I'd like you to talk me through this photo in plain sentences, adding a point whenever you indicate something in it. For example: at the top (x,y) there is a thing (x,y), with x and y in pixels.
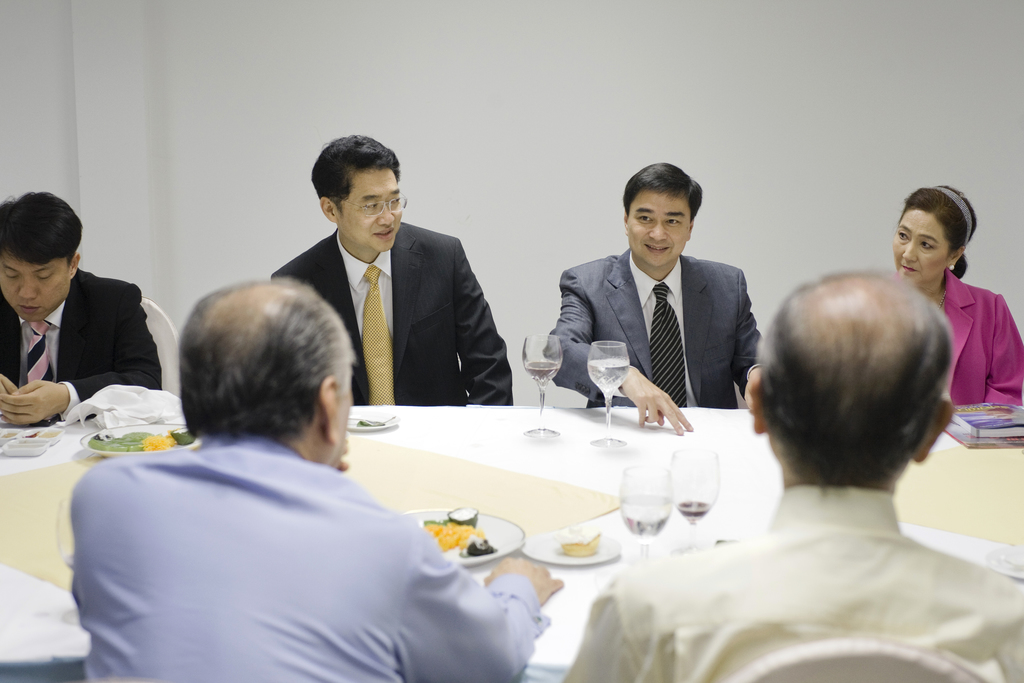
There are persons (64,300) in different color dresses (457,614), sitting on chairs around a table (760,519) on which, there are glasses (657,473), plates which are having food items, a book (1009,433) and other objects (124,409). And this table (429,475) is covered with a cloth (46,536). In the background (109,146), there is a white wall (150,82).
